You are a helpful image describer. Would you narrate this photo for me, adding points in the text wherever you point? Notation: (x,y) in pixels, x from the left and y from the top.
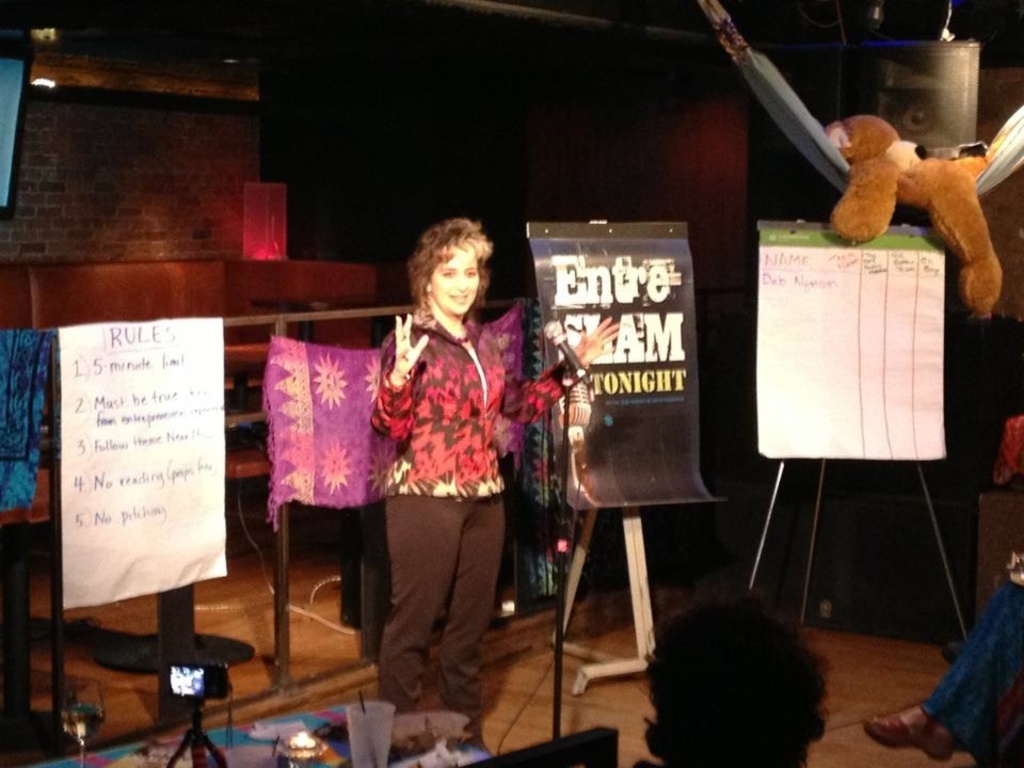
In this image I can see a woman (451,682) standing on the floor (335,685) and at the bottom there is the glass (382,765) on the table (398,766).
